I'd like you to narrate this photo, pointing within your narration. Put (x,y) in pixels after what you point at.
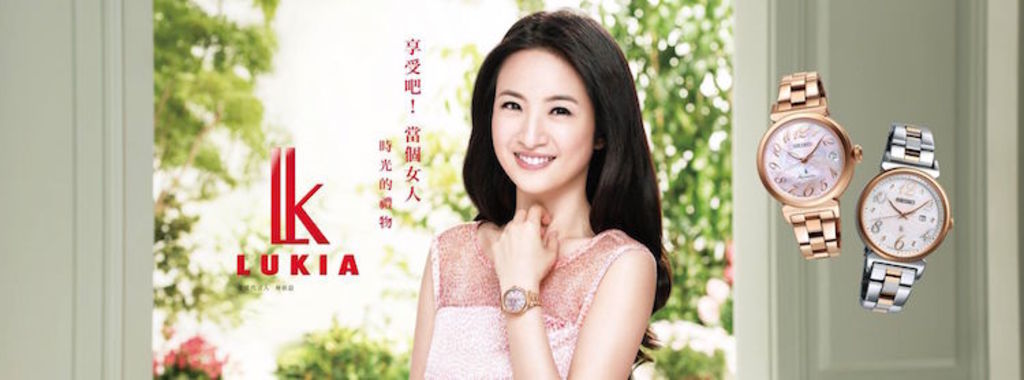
In this image I can see a woman (538,82), she is smiling, background (661,42) it might be some trees (425,119), beside the woman (569,136) there is a text (288,239). on the right side (814,158) there are two watches (900,185) visible.
